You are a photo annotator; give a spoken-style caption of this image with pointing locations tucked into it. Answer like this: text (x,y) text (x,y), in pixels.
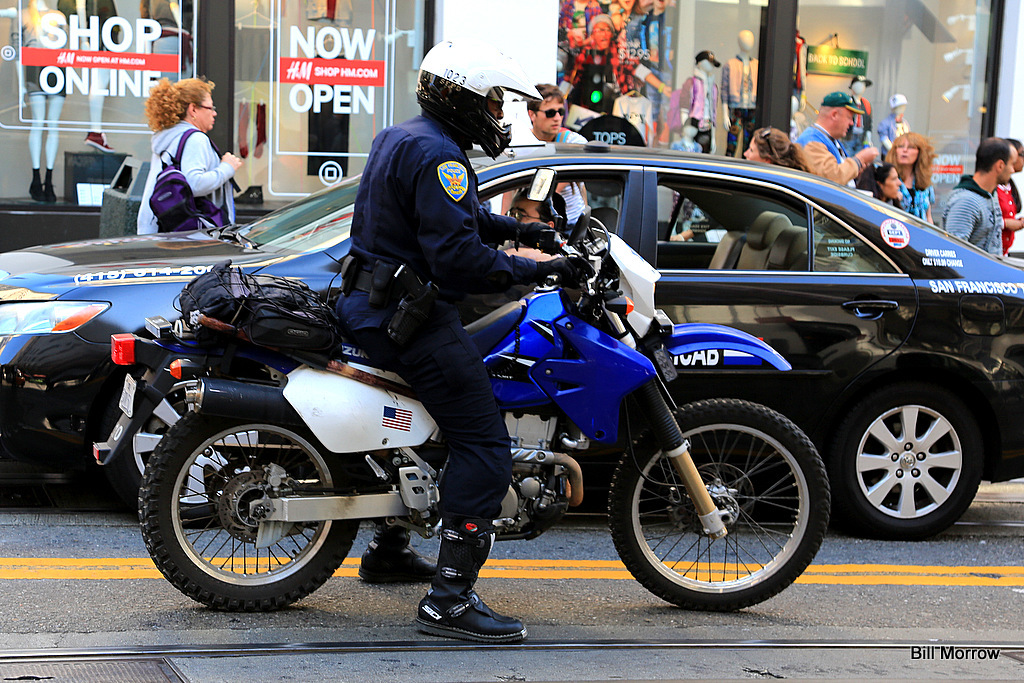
In the image we can see there is a person (441,371) who is sitting on bike (514,534) and beside him there is a car (735,206) which is parked on the road (727,619) and there are people (188,161) who are standing on road (920,594).
